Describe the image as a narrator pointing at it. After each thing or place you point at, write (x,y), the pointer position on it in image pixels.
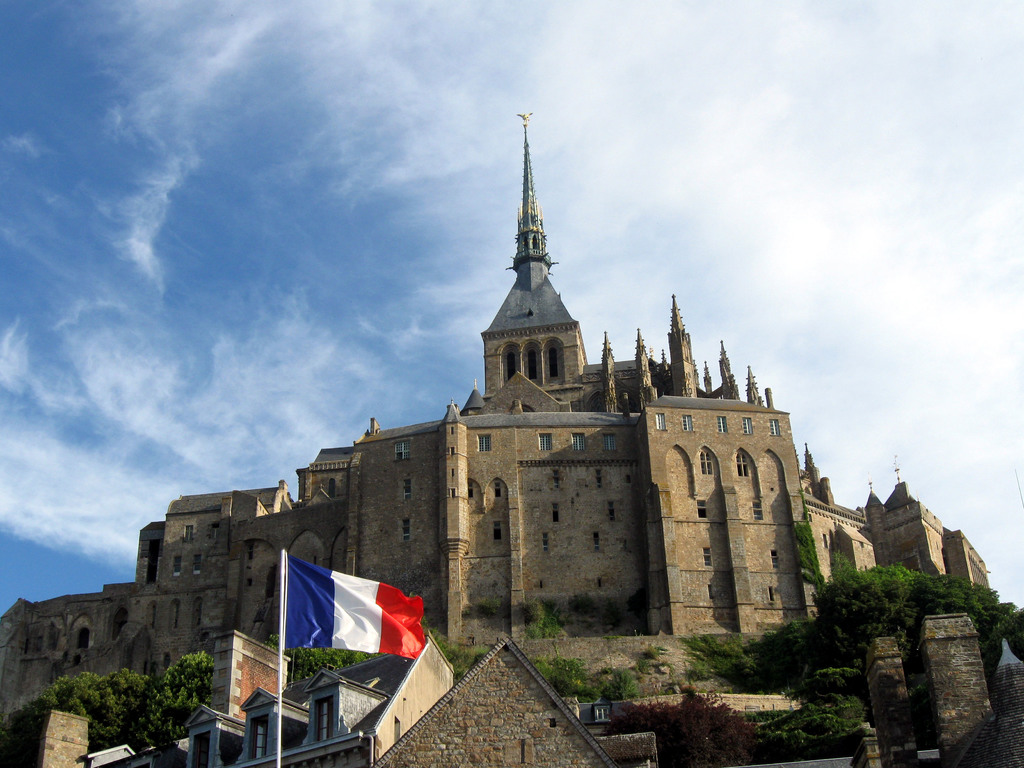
In this image there is a castle (531,466) in the middle (656,484). At the bottom (312,612) there is a flag (298,603). At the top (331,91) there is the sky (331,91). There are trees (144,693) on either side of the castle (521,455).
